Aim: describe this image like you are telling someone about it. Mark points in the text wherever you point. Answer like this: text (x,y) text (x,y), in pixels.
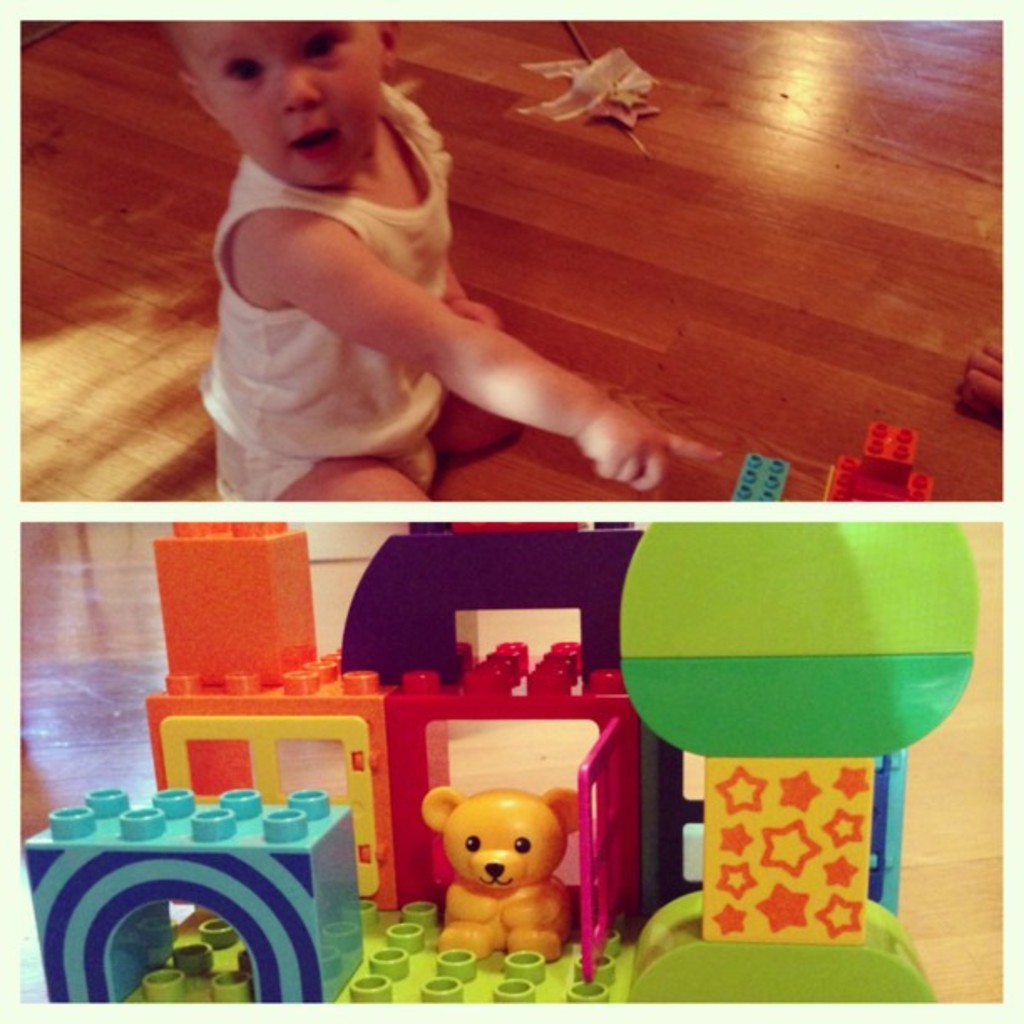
In this image we can see a collage of two pictures. One boy (408,211) wearing dress (332,374) and group of Lego toys (667,725) placed on the ground (114,680).
